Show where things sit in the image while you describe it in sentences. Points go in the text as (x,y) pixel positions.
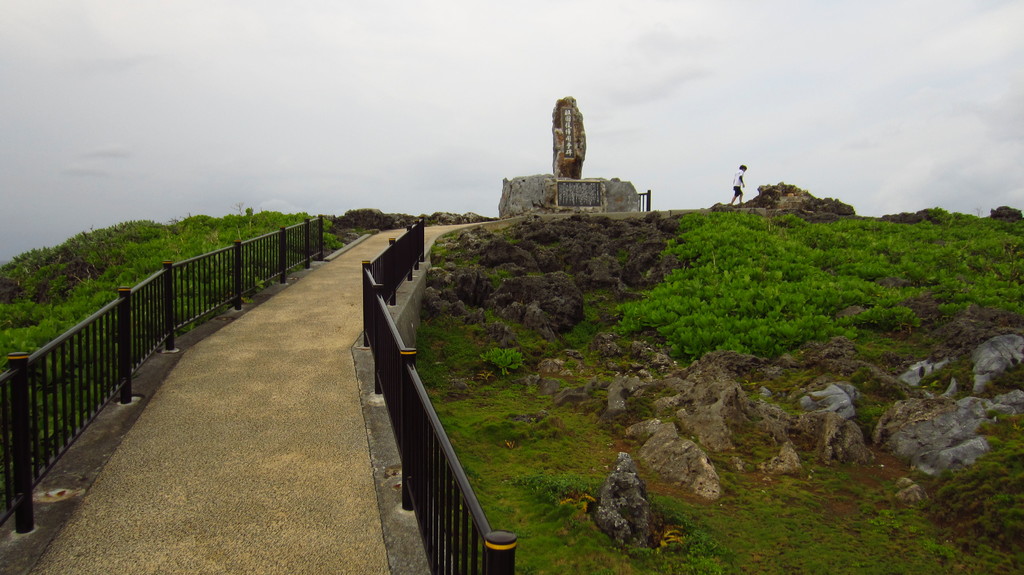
In this picture we can see railings (393,330) in the front (415,476), on the right side (834,289) and left side (103,319) there are plants (693,301), we can see a person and a memorial (602,198) in the middle (532,208), there are rocks (975,436) on the right side (725,411), we can see the sky (510,25) at the top of the picture (552,25).
